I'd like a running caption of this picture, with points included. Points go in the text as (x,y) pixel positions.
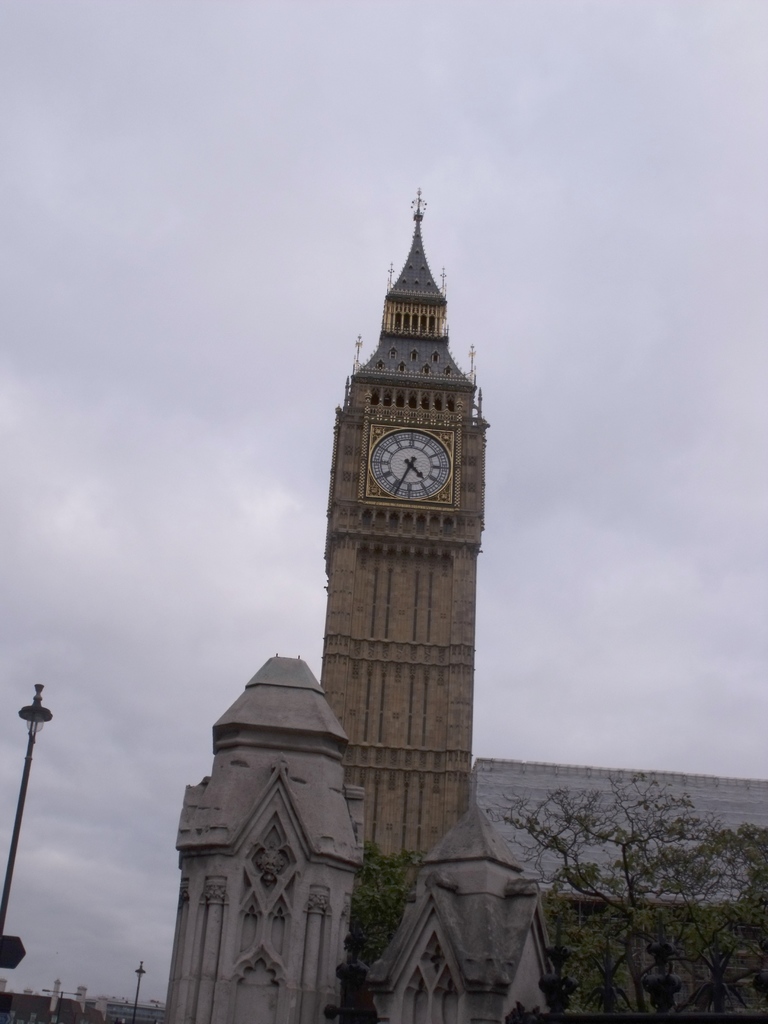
In the foreground of this picture (332,1020), there is a clock tower (424,799), buildings (390,991), trees (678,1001) and a pole (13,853). In the background (13,896), there are poles (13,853), building (511,812) and the cloud (260,188).
